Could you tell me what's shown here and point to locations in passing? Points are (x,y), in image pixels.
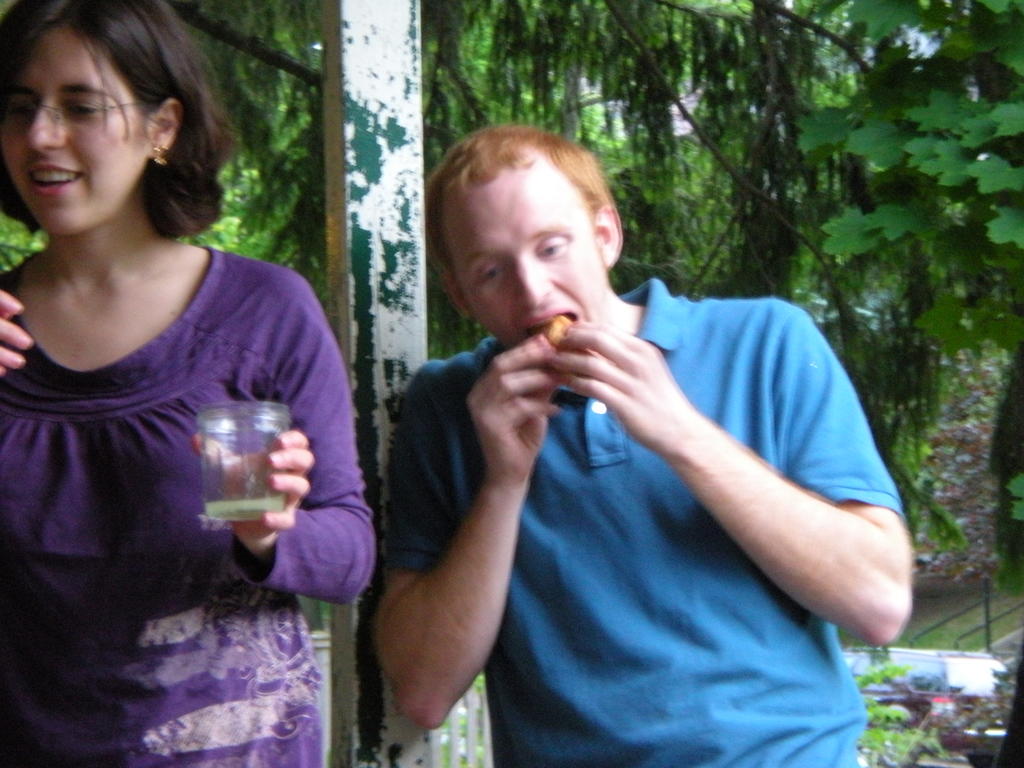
In this picture we can see two people (34,528), glass (270,445), food (562,326), poles (368,205), some objects (890,702) and in the background (836,246) we can see trees (678,85).
